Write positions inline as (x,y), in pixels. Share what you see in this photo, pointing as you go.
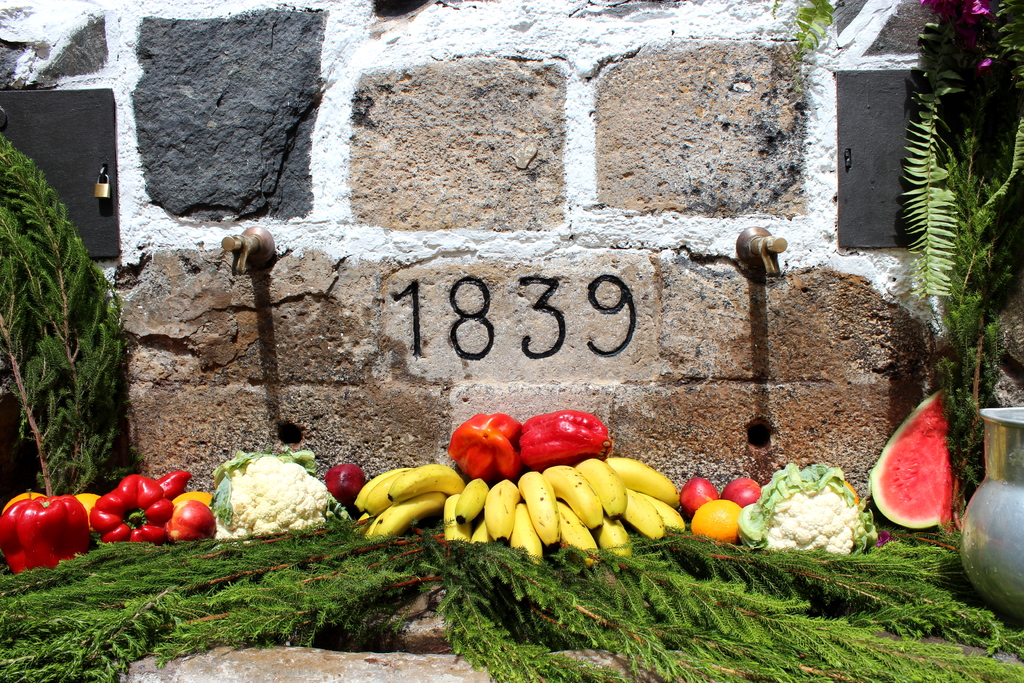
In this image we can see fruits (412,478), vegetables (792,511) and grass (597,585) placed on the floor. In the background (240,288) there are taps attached to the wall (327,216) built with cobblestones (395,182).
